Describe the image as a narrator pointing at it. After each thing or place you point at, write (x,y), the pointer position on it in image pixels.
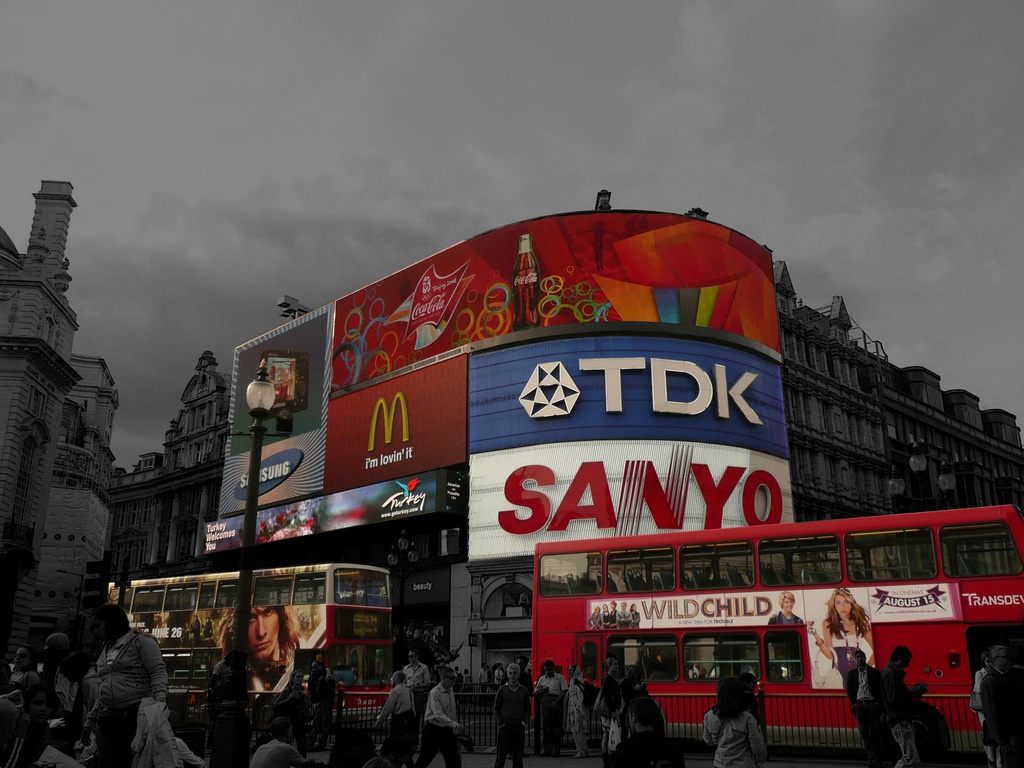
people (293,719) standing at the bottom of this image (395,743), and there is a bus (381,698) on the left side (180,628) and on the right side of this image (719,629). There is a building (515,591) in the background (821,449). We can see there are some advertising boards (506,408) on this building (670,417). The sky (526,72) is at the top of this image (505,140).
